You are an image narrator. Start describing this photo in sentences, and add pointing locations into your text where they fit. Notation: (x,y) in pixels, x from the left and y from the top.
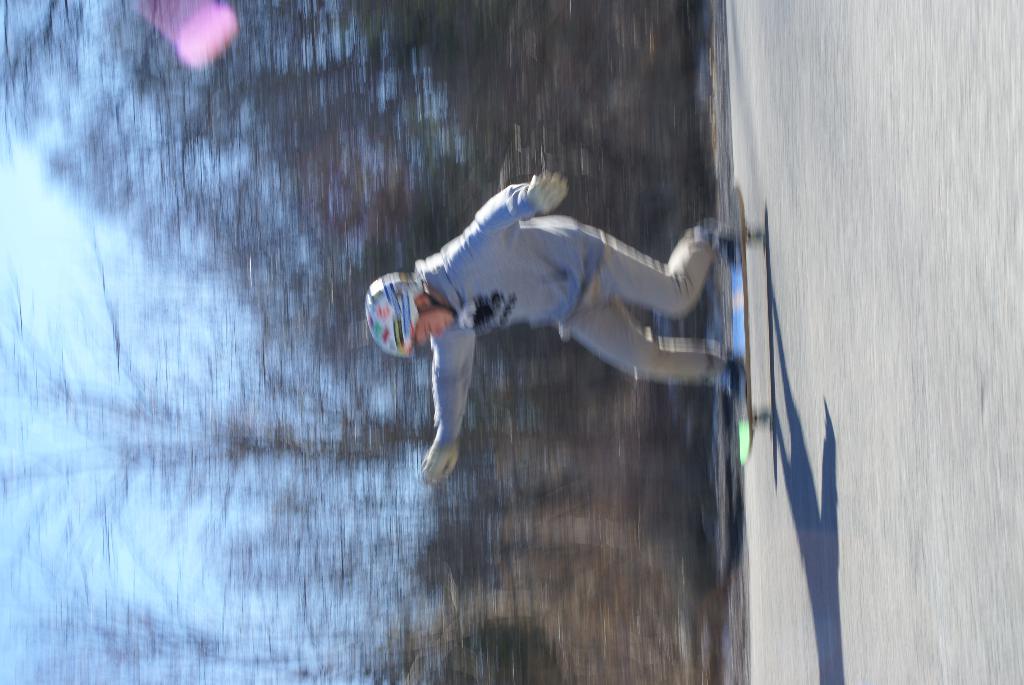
In the middle (654,299) a person (677,300) is doing skating on this skateboard (742,363), this person (535,315) wore sweater (566,275), trouser (643,280) and a helmet (385,316). There are trees (294,399) in this image.
